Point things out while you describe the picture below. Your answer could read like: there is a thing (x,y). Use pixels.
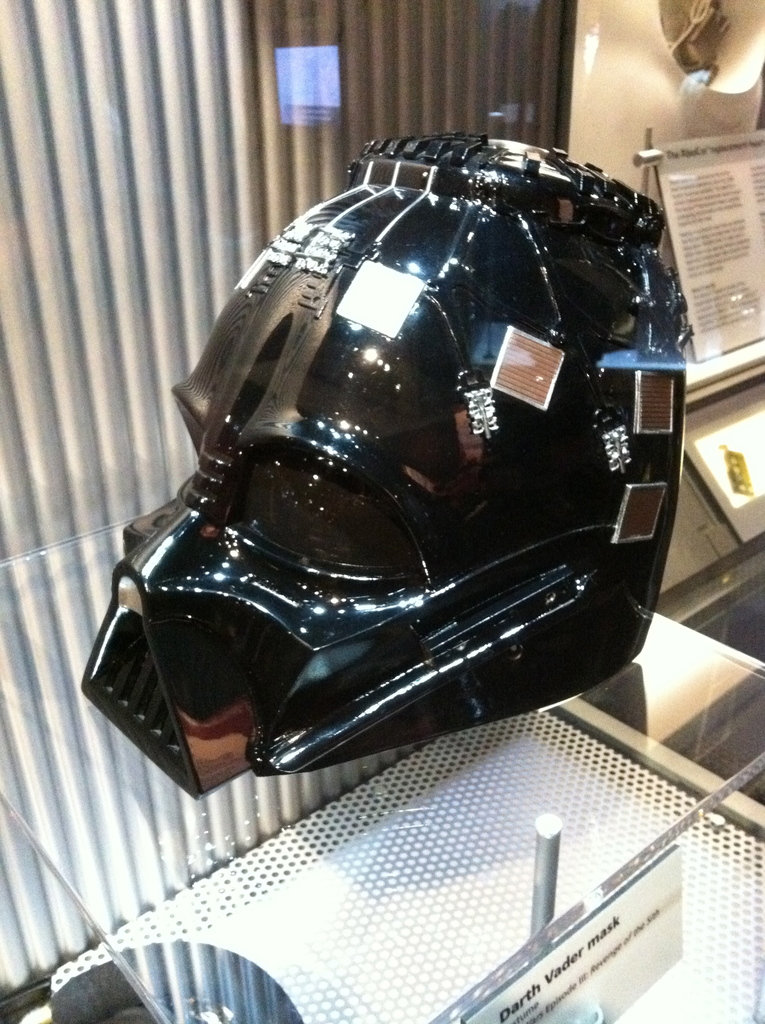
There is a black object (562,570) on a glass (628,789). There is a note (721,256) at the back (724,265).
